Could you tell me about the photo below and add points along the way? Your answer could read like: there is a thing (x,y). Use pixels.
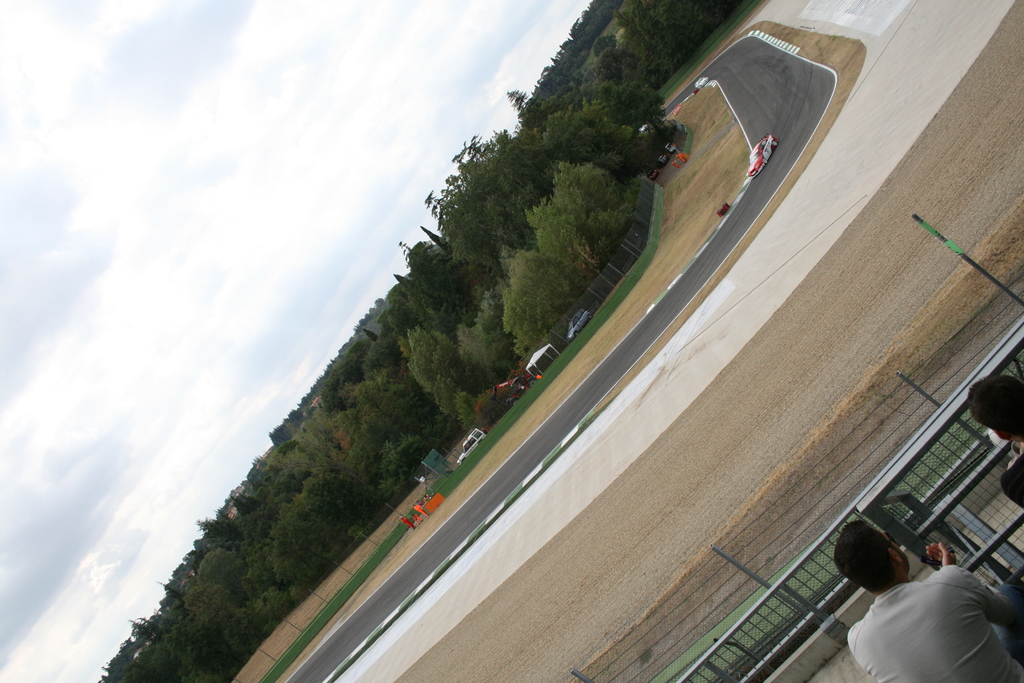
In this image, I can see a car (757,159) on the road (757,195). At the bottom right corner of the image (895,631), there are two people (899,624) and iron grilles (790,607). I can see trees (589,239), tent (541,360), two cars (469,448), fence (564,340) and few people (412,517). In the background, there is the sky (222,173).
